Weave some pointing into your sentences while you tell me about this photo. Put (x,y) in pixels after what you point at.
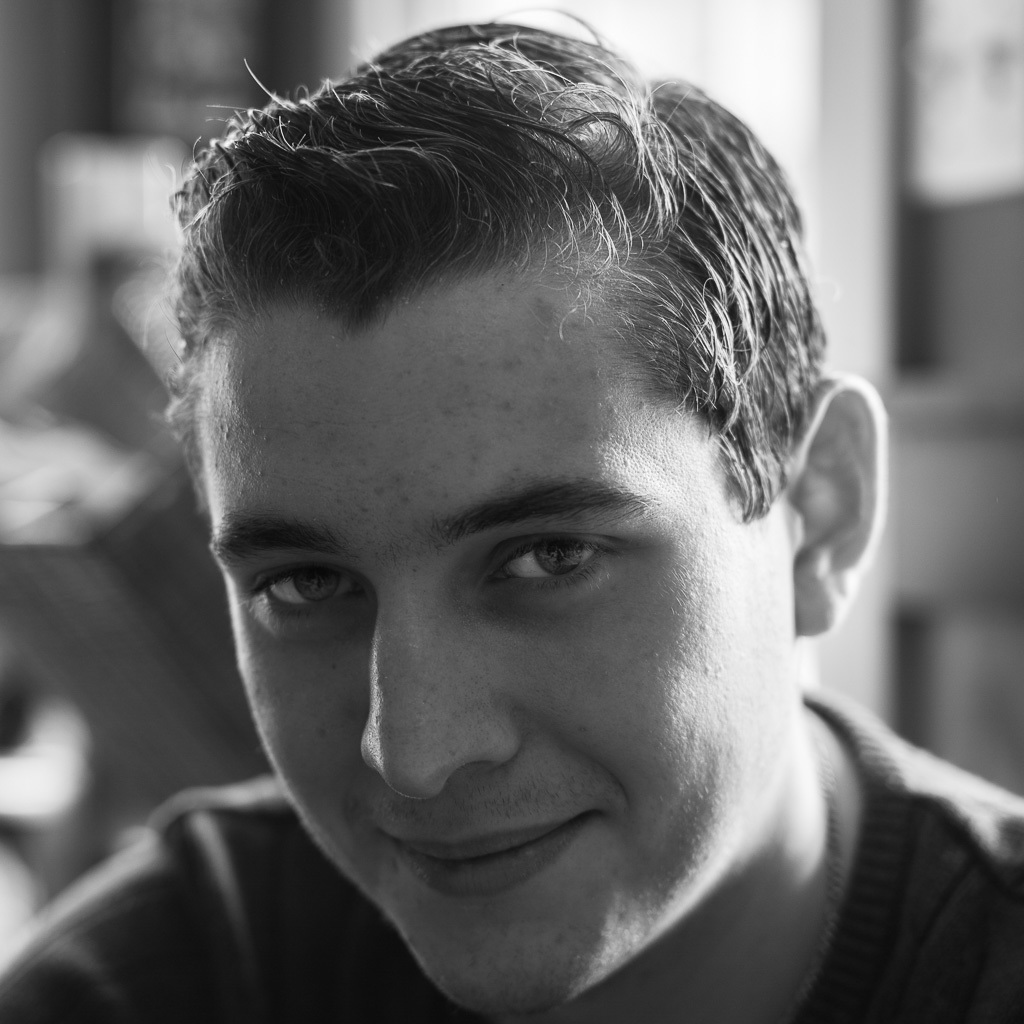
In the center of the image (477,376) we can see a man (497,841) smiling.
